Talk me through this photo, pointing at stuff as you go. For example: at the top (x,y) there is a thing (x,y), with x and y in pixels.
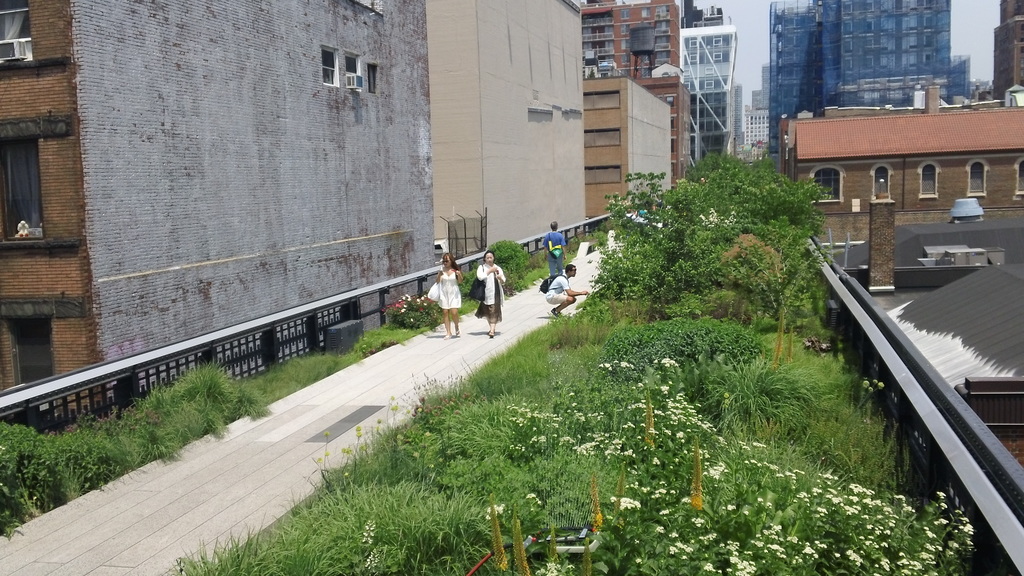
In the foreground of the picture (620,322) we can see plants (577,319), trees (760,276), people (498,273), flowers (534,495) and other objects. On the left (114,398) there are shrubs (81,432), railing (168,361) and building (419,124). In the middle of the picture (574,202) there are buildings (900,101). In the background (754,84) it is sky (975,22).
